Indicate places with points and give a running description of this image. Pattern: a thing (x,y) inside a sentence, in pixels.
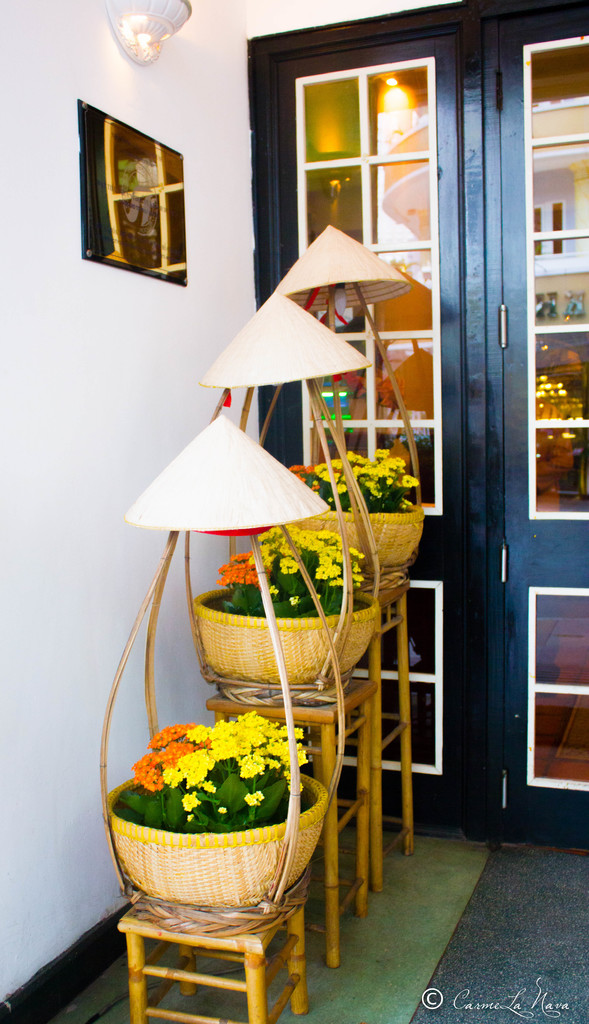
In this image we can see some plants (227,758) with flowers (212,759) in a basket (214,839) which are placed on the stools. We can also see a door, a photo frame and a ceiling light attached to a wall (86,388).
